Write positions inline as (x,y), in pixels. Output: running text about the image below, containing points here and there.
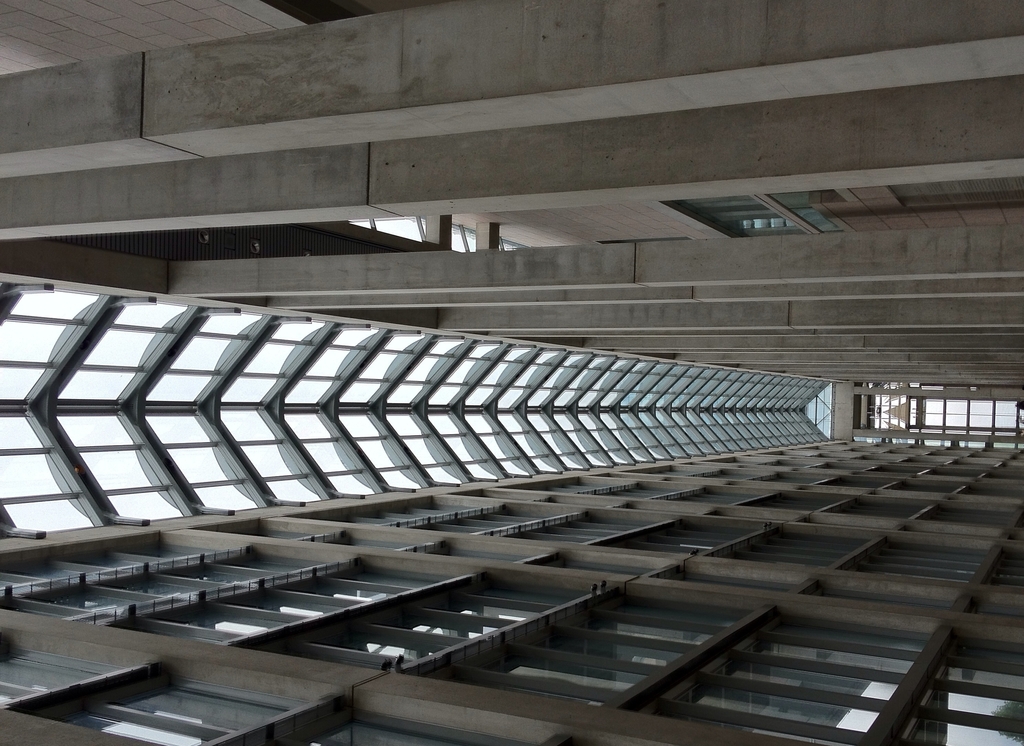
In this picture there is a metal roof (560,407) in the center of the image (595,466).
